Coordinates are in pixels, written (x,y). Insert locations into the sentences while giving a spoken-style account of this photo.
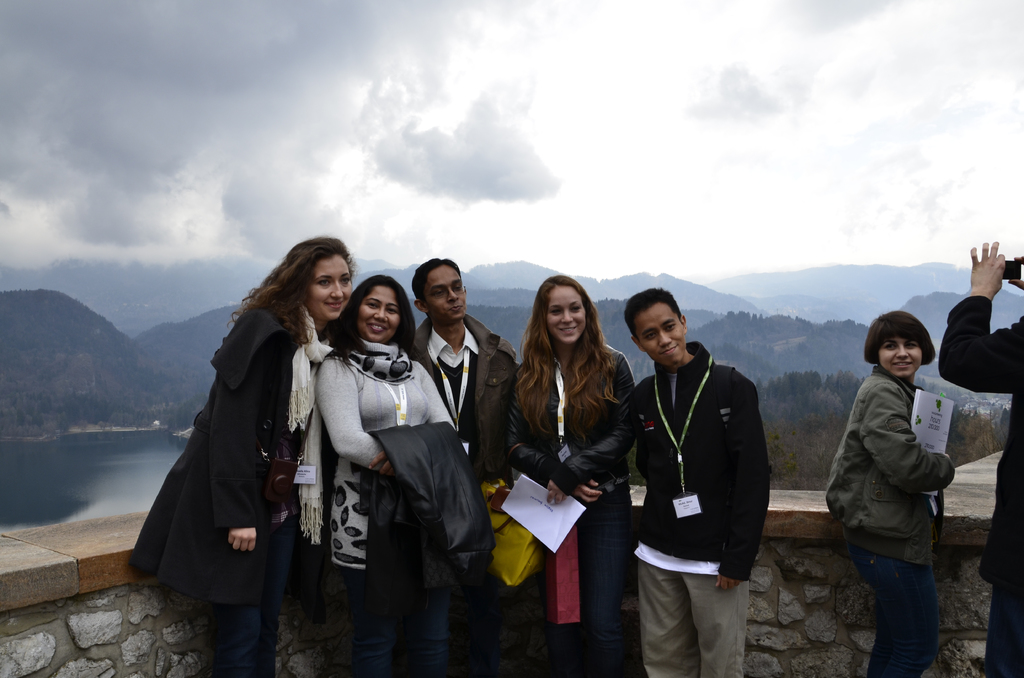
In this image we can see few women (438,616) are standing at the wall (518,598) and among them few women (437,666) are holding jacket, papers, book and a bag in their hands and on the right side (969,299) we can see a person's hands (978,267) holding camera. In the background (996,426) we can see trees (192,387), water (106,465), objects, mountains (67,307) and clouds (513,166) in the sky (634,111).
